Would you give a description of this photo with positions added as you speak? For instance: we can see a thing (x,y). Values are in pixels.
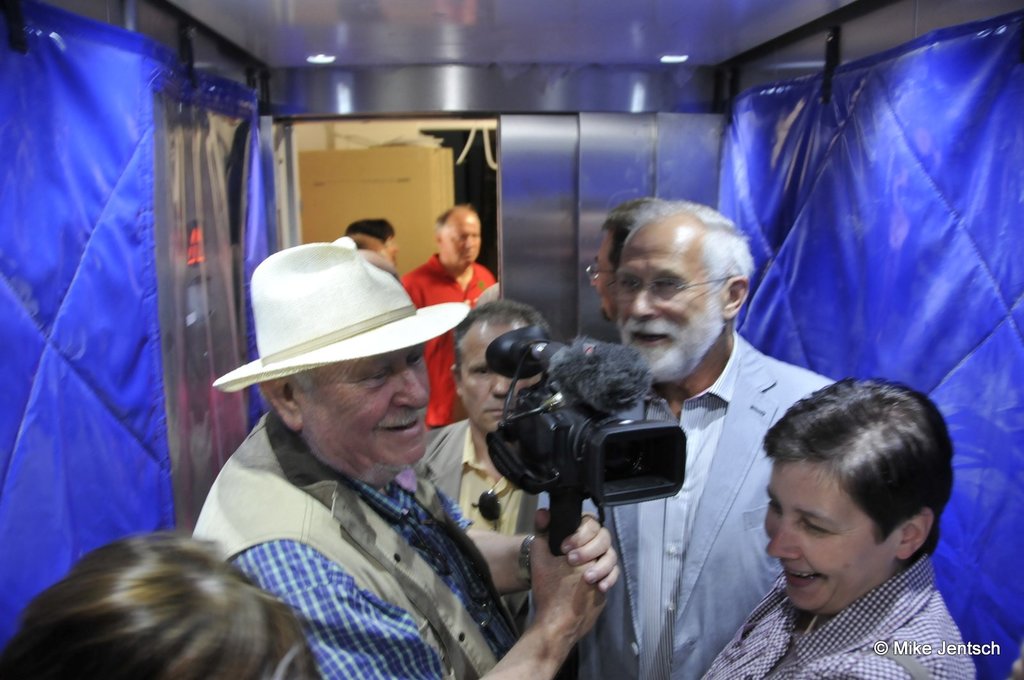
The picture is inside a room (436,567). Many people (436,567) are standing, most are smiling. One person (441,559) wearing a blue check shirt (320,561) and a coat (270,516) and a white hat (309,297) is holding one camera (549,419). The walls (87,217) are blue.
